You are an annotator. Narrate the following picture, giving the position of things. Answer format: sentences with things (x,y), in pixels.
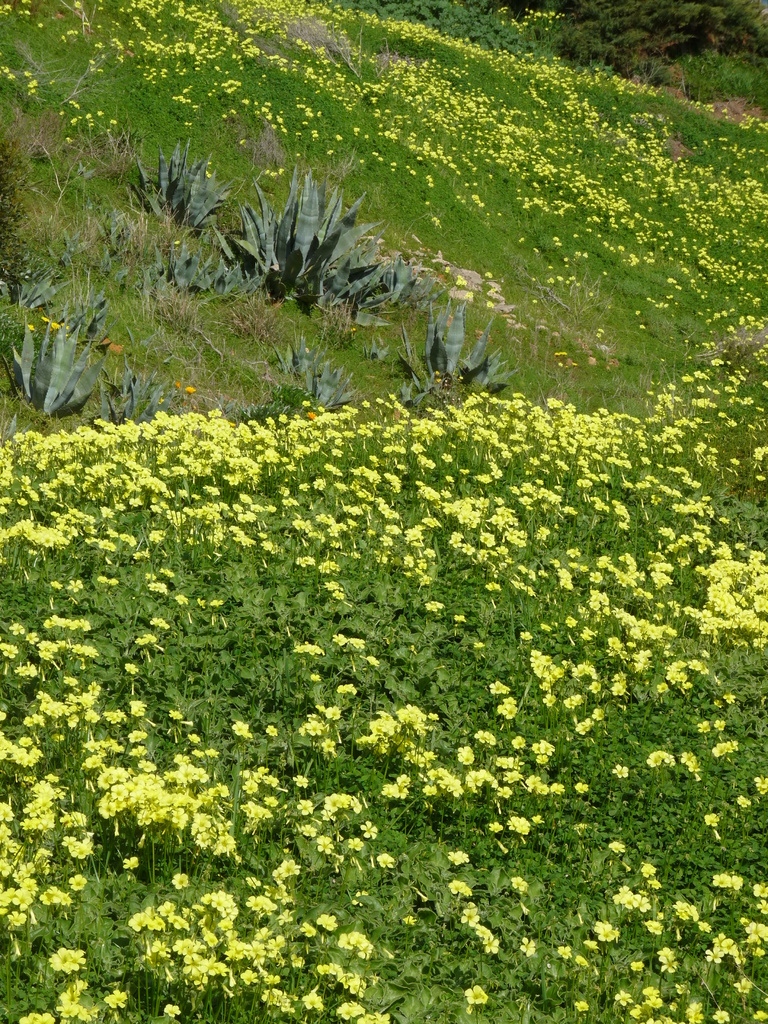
In the picture I can see so many flowers (299,775) to the plants (240,844) and some grass (297,331).
